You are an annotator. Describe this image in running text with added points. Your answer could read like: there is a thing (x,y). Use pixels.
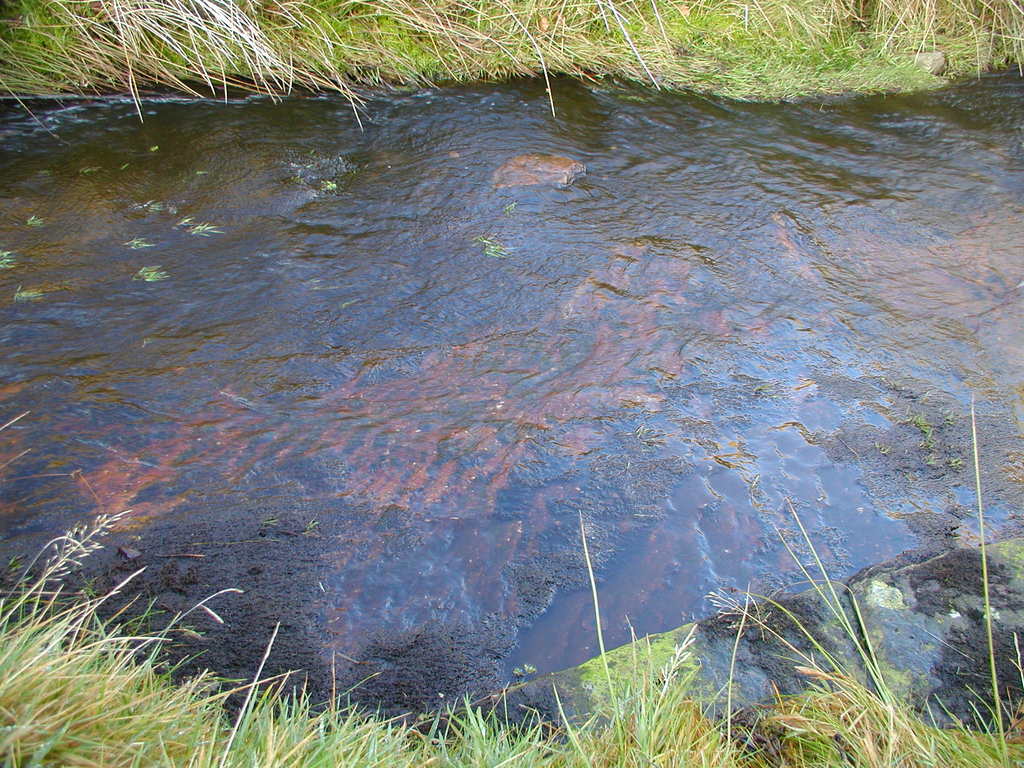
In the image there is a water surface (639,296) flowing in between the grass (613,49).
